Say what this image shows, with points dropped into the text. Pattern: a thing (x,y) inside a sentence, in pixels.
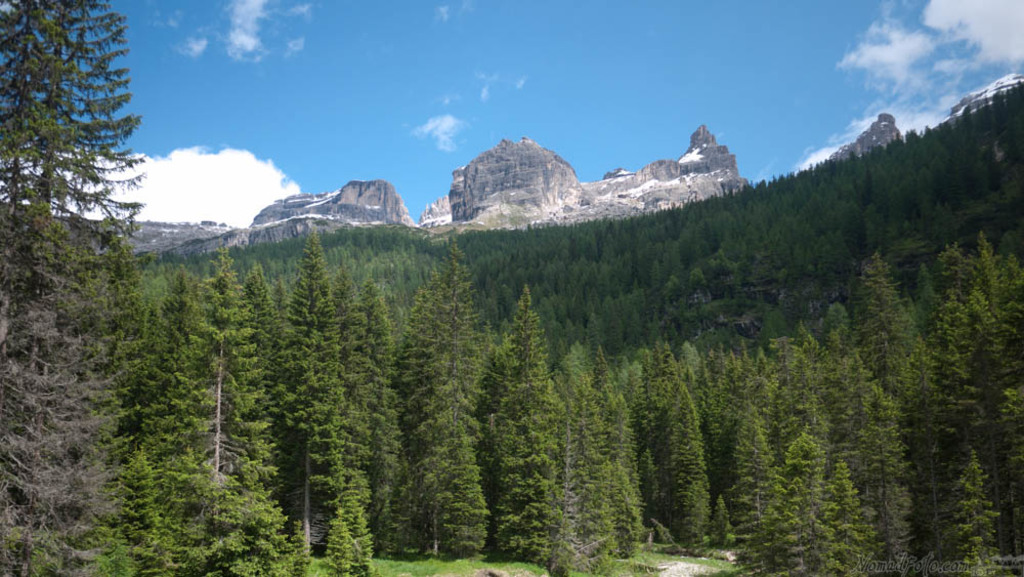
In this picture, we see trees (717,438). There are hills (518,239), rocks (554,196) and trees (655,247) in the background (366,211). At the top of the picture (366,44), we see the clouds (227,153) and the sky (498,85), which is blue in color.
